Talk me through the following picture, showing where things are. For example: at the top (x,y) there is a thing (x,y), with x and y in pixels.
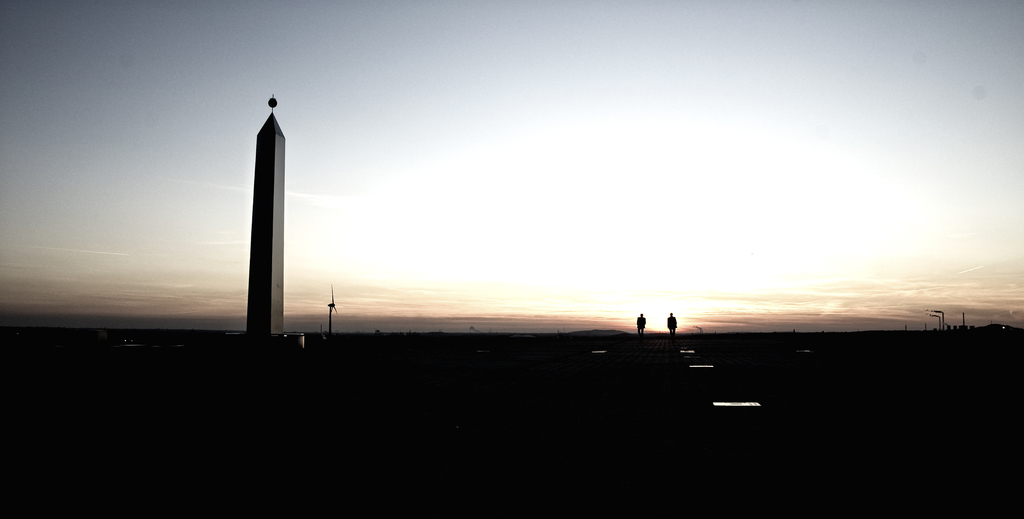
In this image, I can see a tower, pillars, two persons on the road (710,368), houses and the sky (441,243). This picture taken, maybe during sunset.
